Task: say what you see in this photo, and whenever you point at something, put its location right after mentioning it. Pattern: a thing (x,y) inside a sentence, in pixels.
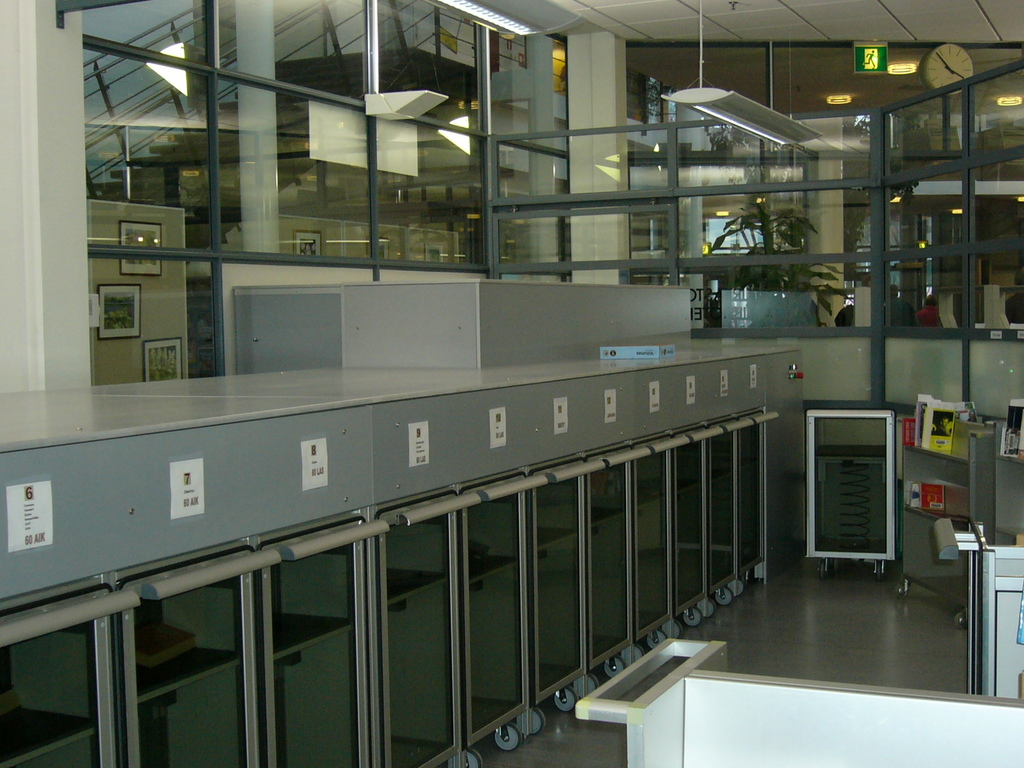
In this image we can see some desks (674,402), electrical lights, glasses (947,132), sign board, staircase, machinery (675,415), the railing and a clock (953,56) attached to a wall (911,86).
